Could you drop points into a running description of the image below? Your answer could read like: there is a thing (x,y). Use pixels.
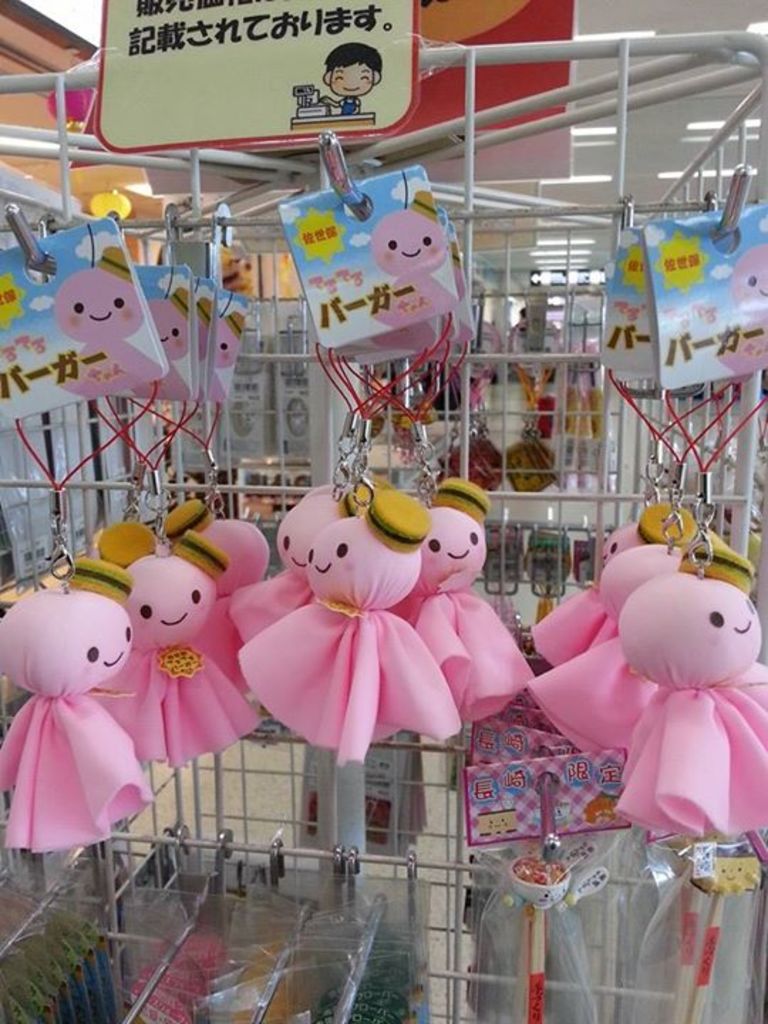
In this image we can see dolls (407,521) and some objects (329,931) in the plastic covers (357,950) hanged to the hooks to a stand (488,201). In the background (614,126) we can see electric lights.
